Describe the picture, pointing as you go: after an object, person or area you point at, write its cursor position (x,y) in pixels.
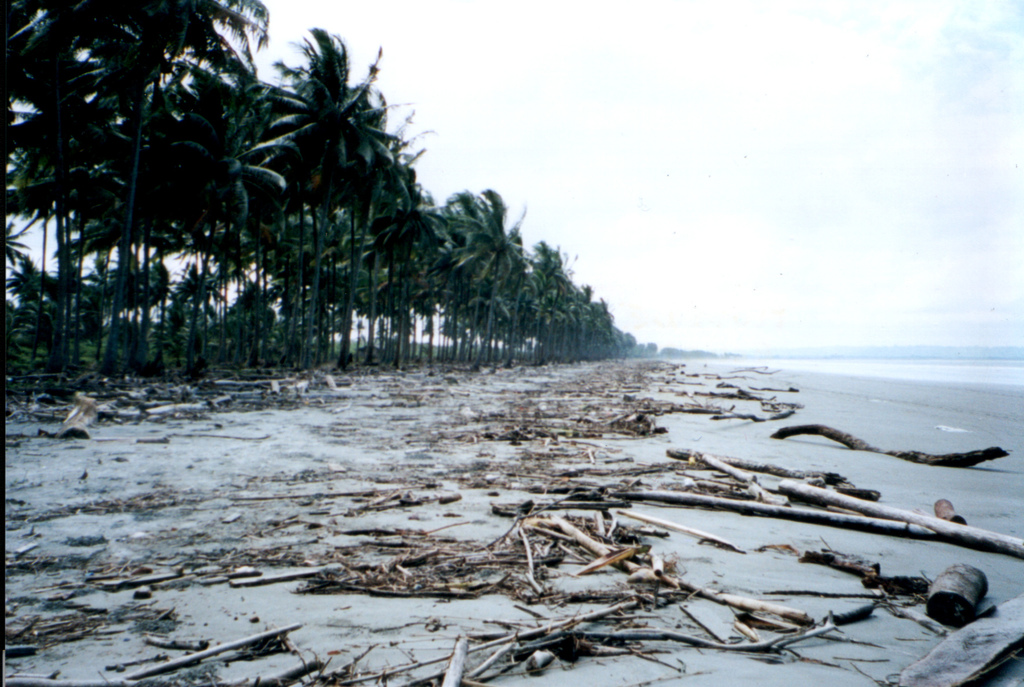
In the picture we can see a sand surface (549,584) on it, we can see, full of dried leaves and twigs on the left hand side (292,147) we can see, full of coconut trees (485,339) and on the right hand side (907,367) we can see water (920,370) and in the background (705,149) we can see a sky (674,173).
